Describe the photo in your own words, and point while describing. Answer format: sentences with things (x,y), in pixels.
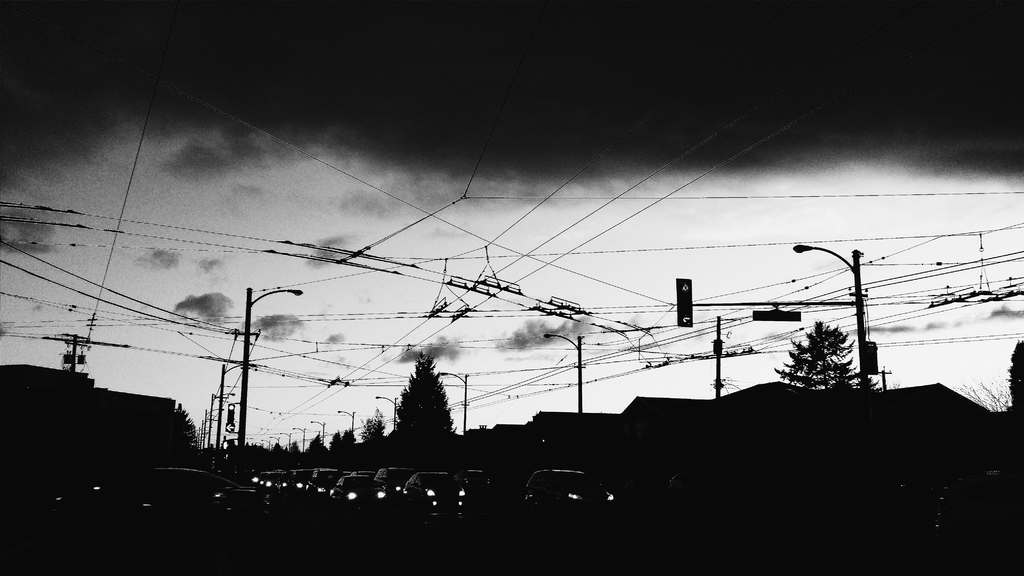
In this picture there are cars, trees (424,428), poles (393,402), and houses (548,440) at the bottom side of the image (423,409) and there are wires (363,265) in the center of the image (472,290).
